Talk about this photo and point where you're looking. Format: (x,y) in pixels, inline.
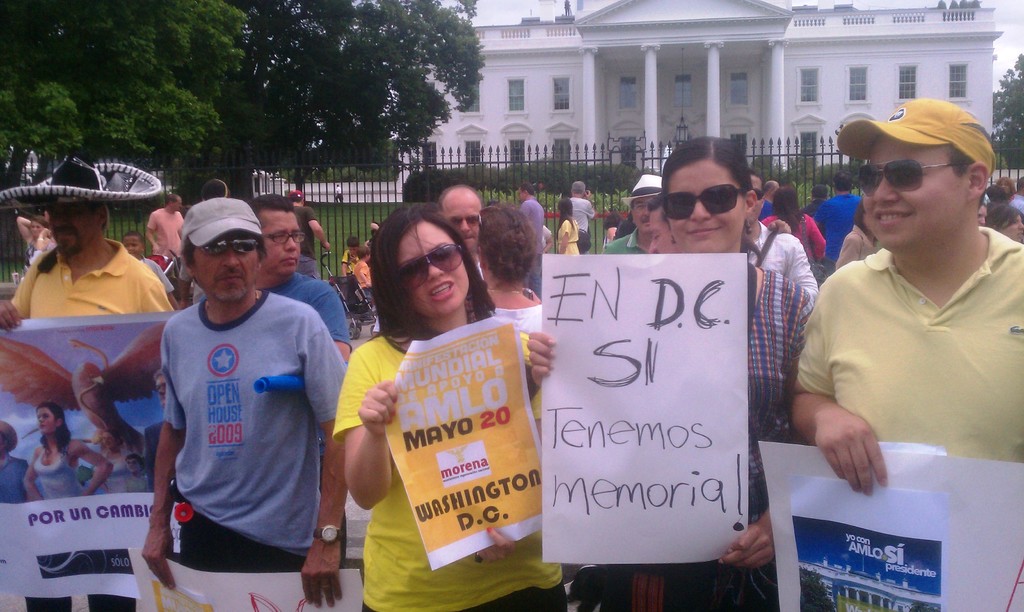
In this picture I can see there are few people (911,367) standing here and they are holding banners (582,387) and in the backdrop (347,160) there is a fence (382,185), a building (550,115) and plants (481,197) and trees (471,72).
